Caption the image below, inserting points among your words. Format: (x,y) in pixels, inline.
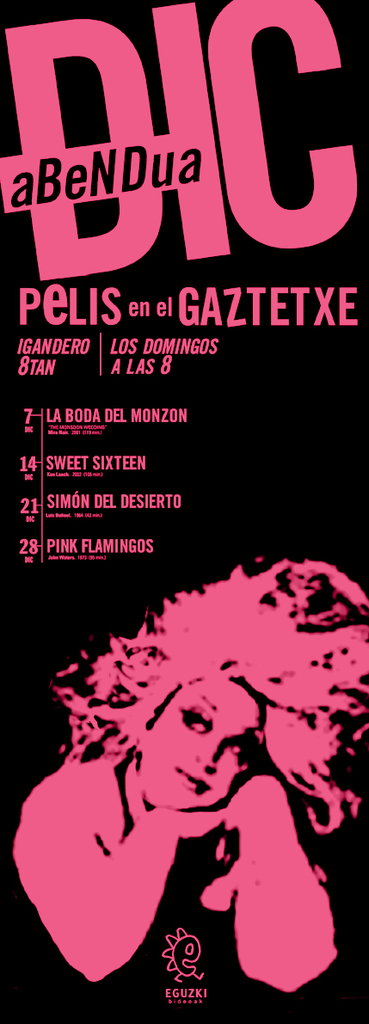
In this picture I can see a poster (130,175) in front (59,9) and I see something is written on it. On the bottom side of this poster (203,605) I can see the depiction picture of a woman (127,729).
